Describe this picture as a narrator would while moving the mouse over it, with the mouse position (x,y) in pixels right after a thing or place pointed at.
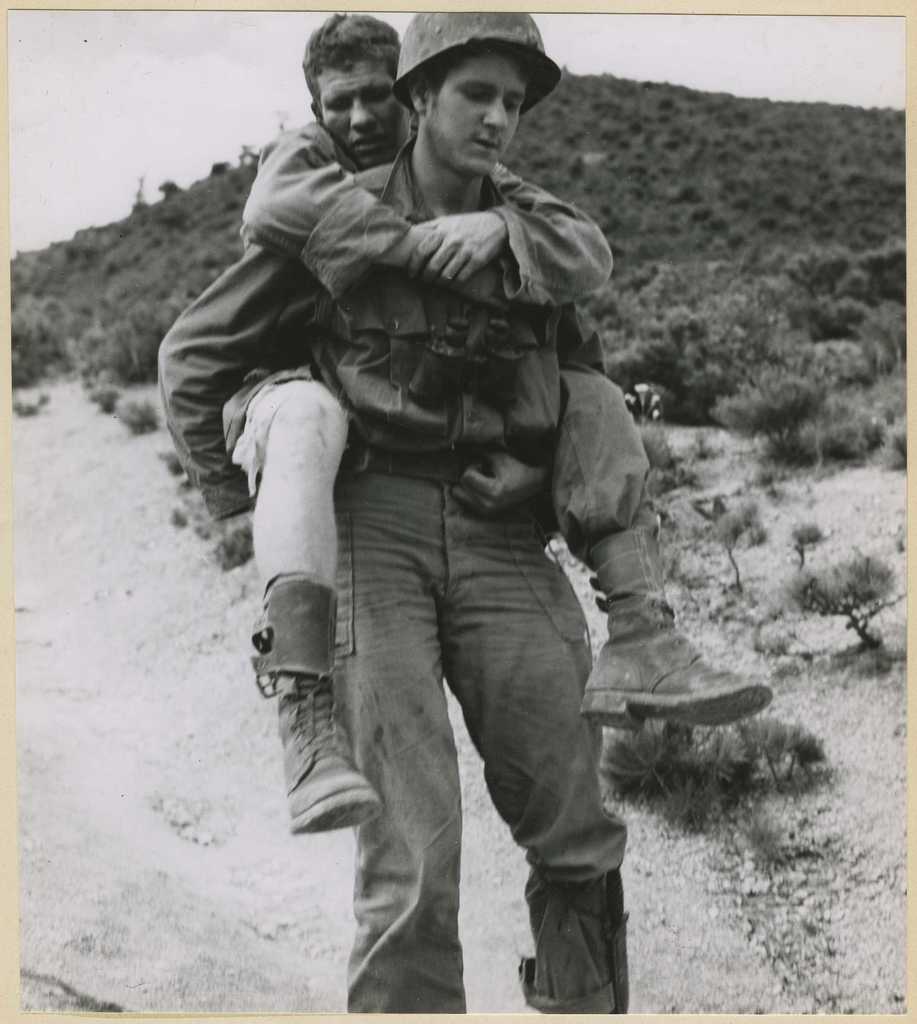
This is a black and white image I can see a person (431,614) carrying another person (654,700) and walking on the road (837,847), beside him there are so many plants (871,301) and mountain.
